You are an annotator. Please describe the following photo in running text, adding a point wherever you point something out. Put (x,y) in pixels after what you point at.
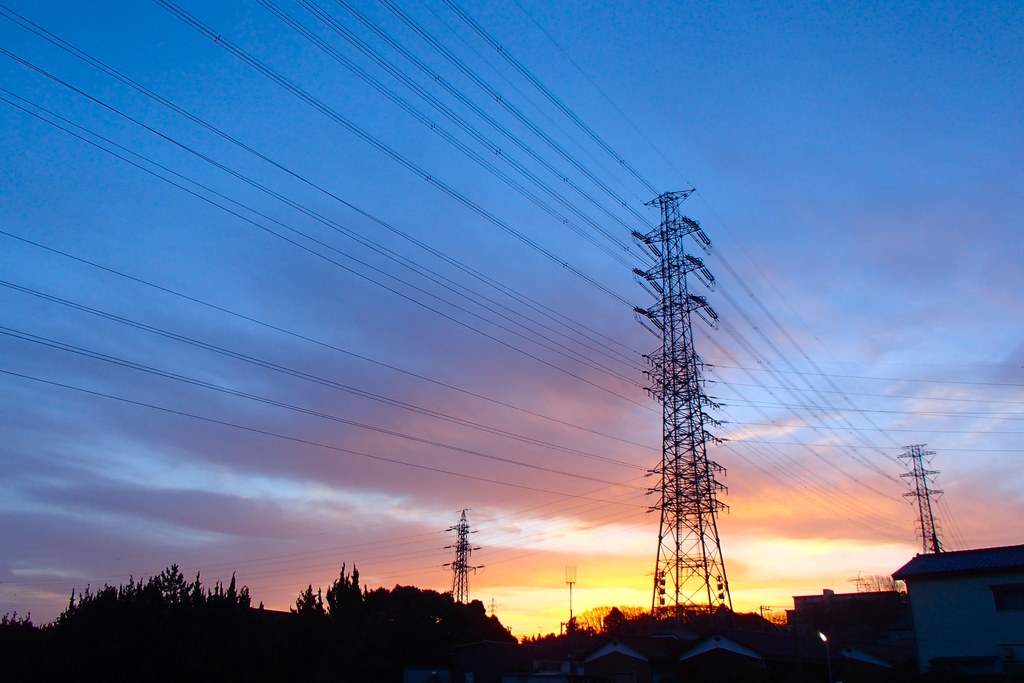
Sky (717,148) is in blue color. Here we can see current poles (696,472), buildings (949,590) and trees (167,604). These are clouds (415,497).
